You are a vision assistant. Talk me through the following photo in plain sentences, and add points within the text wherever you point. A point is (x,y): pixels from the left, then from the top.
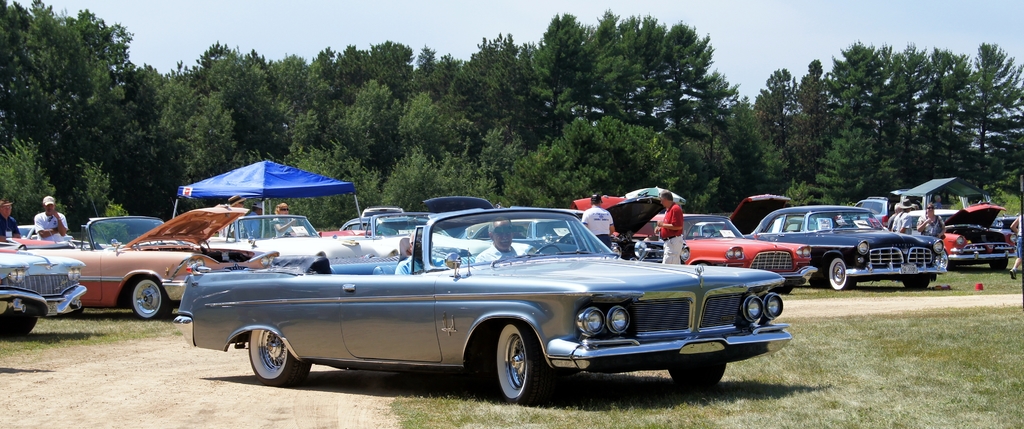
In the foreground of the image (468,361) we can see cars (210,302) and some persons (500,253). In the middle of the image (543,173) we can see trees (168,163). On the top of the image (821,37) we can see the sky (834,29).
